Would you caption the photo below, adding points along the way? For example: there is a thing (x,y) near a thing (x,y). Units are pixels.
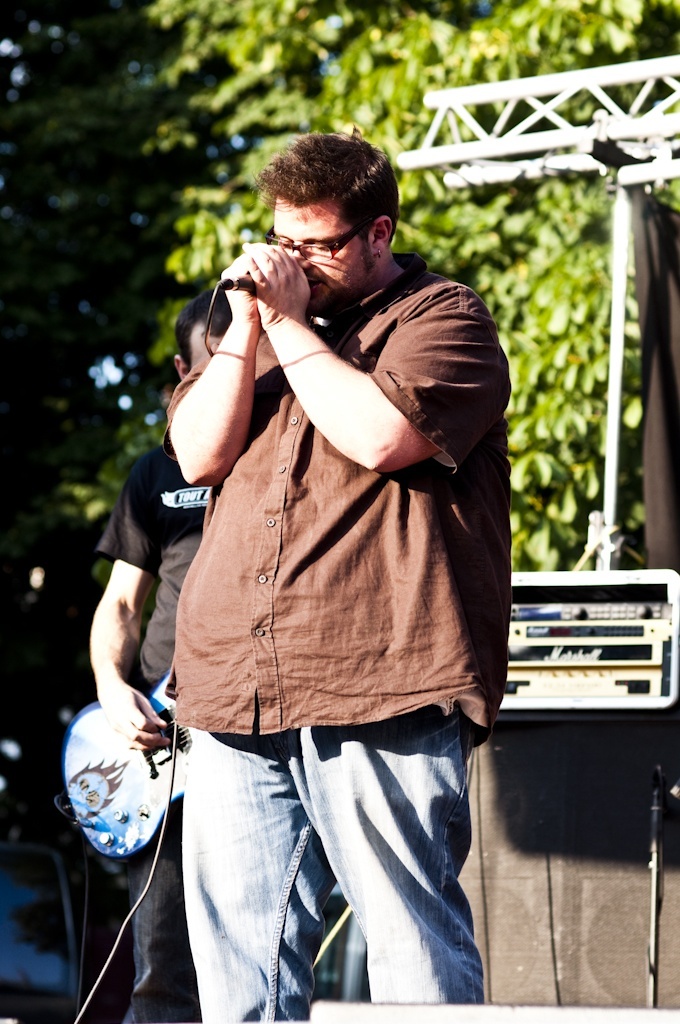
In this image there is a man (351,731) standing. He is holding a microphone (240,288) in his hand (244,308). Behind him there is another man (144,680) standing. He is playing an electric guitar (142,821). Behind them there is a curtain (659,321) to the metal rods (614,489). In the background (199,183) there are trees (181,145).
